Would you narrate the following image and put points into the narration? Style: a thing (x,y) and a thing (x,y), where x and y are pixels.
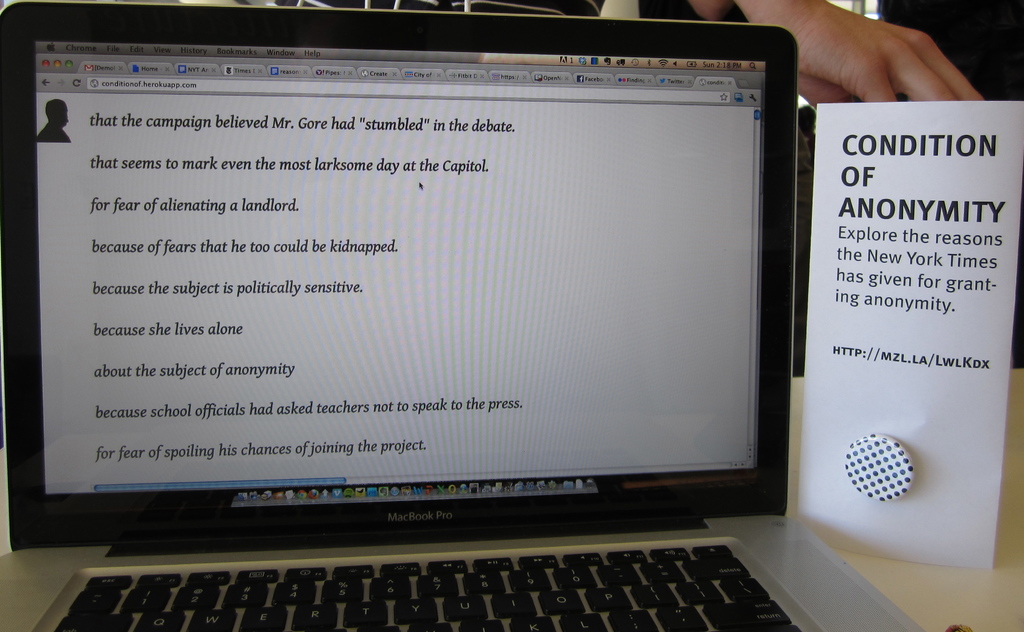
In this image we can see laptop (102,355) which is of silver and black color and there is some text (265,370) which is displaying on the screen (517,347), on the right side of the image (872,355) there is some object (872,355) which is in white color and in the background of the image (824,60) we can see some person's hand (829,72) near the object (833,153).
